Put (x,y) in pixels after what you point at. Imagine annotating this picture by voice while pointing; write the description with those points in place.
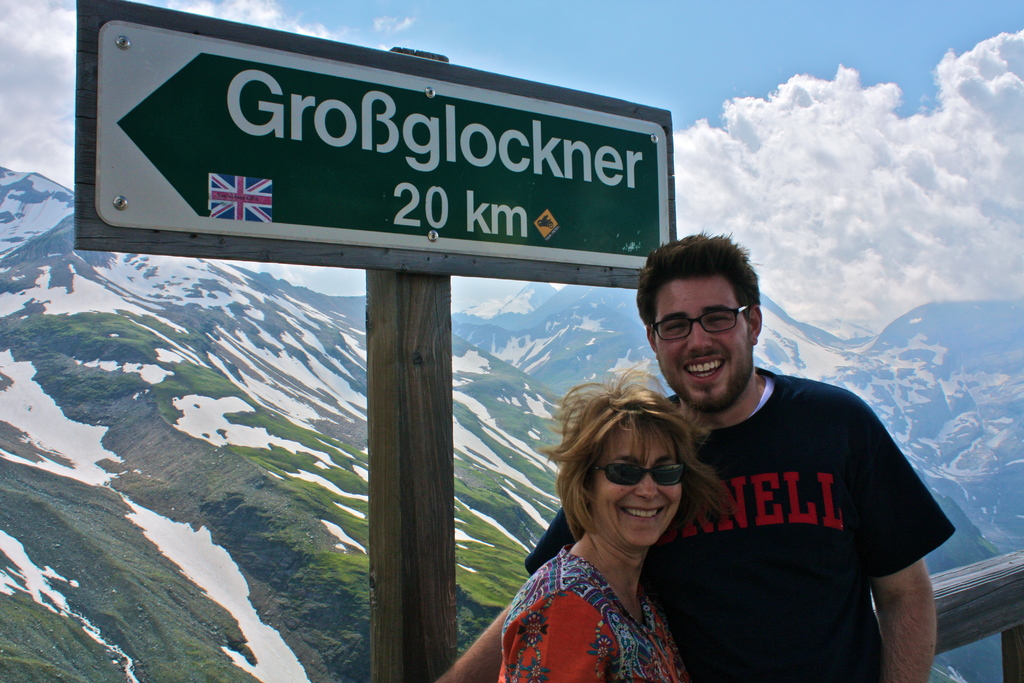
In the image there are two people (703,492) in the foreground (680,508), behind them there is a wooden pole (396,279) and there is a board (356,245) attached to the wooden pole (451,561) with some name (396,154) and direction (428,140), in the background (129,400) there are mountains (130,370).
